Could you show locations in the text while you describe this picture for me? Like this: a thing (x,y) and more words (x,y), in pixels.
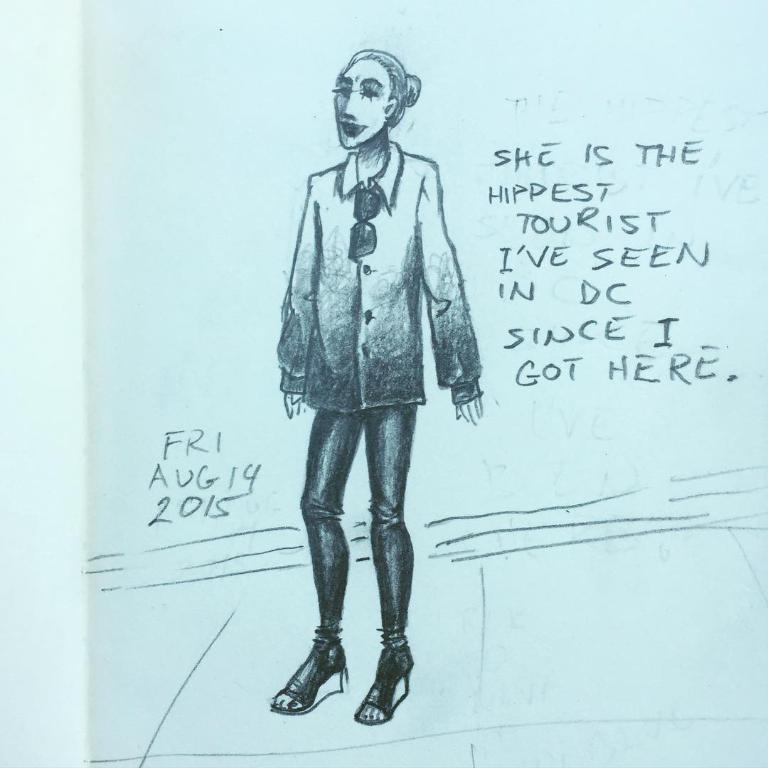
In this picture we can see a drawing (352,113) of a person (430,198) and some text (218,444).
